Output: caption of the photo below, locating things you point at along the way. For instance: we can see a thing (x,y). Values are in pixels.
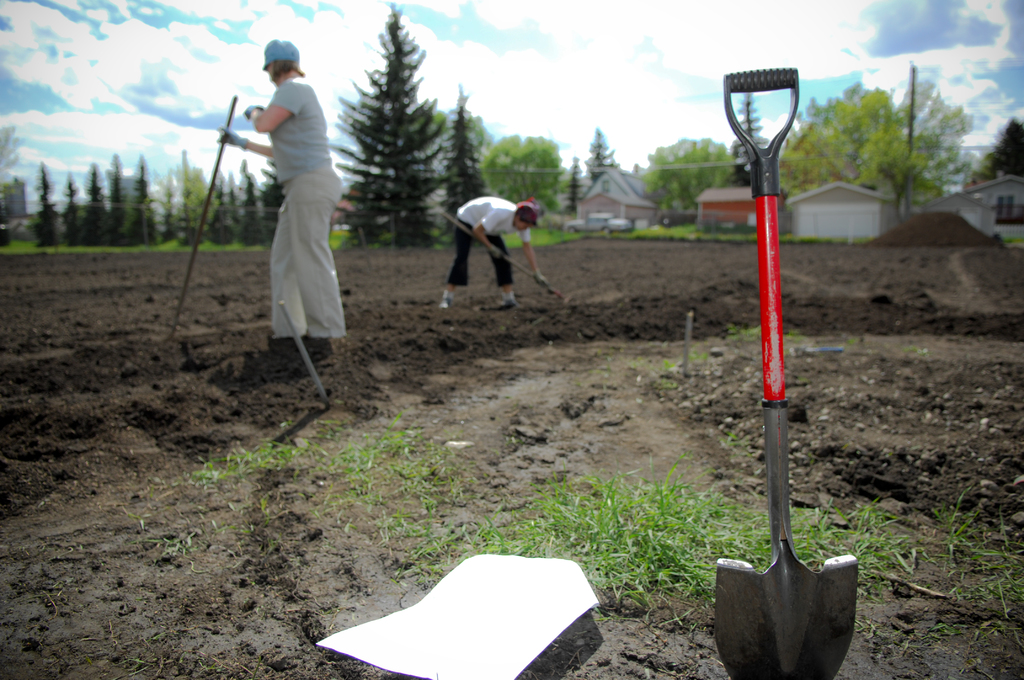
To the bottom of the image (832,611) right side (780,651) there is a spade (762,641) and paper (496,621) on the ground (174,334). Behind them there's grass (377,473) on the ground (663,333). And also there is a person (299,204) standing and on the person's head (278,64) there is a blue cap (296,56) and holding a stick (177,320) in the hand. Behind the person (315,218) there's another person (492,216) with black and white dress (487,225) is bending. There are standing on the black soil (393,307). In the background (89,215) there are many trees (675,200), buildings (639,203) with roofs (629,187) and poles (909,124). To the top of the image (577,33) there is a sky (920,65).
